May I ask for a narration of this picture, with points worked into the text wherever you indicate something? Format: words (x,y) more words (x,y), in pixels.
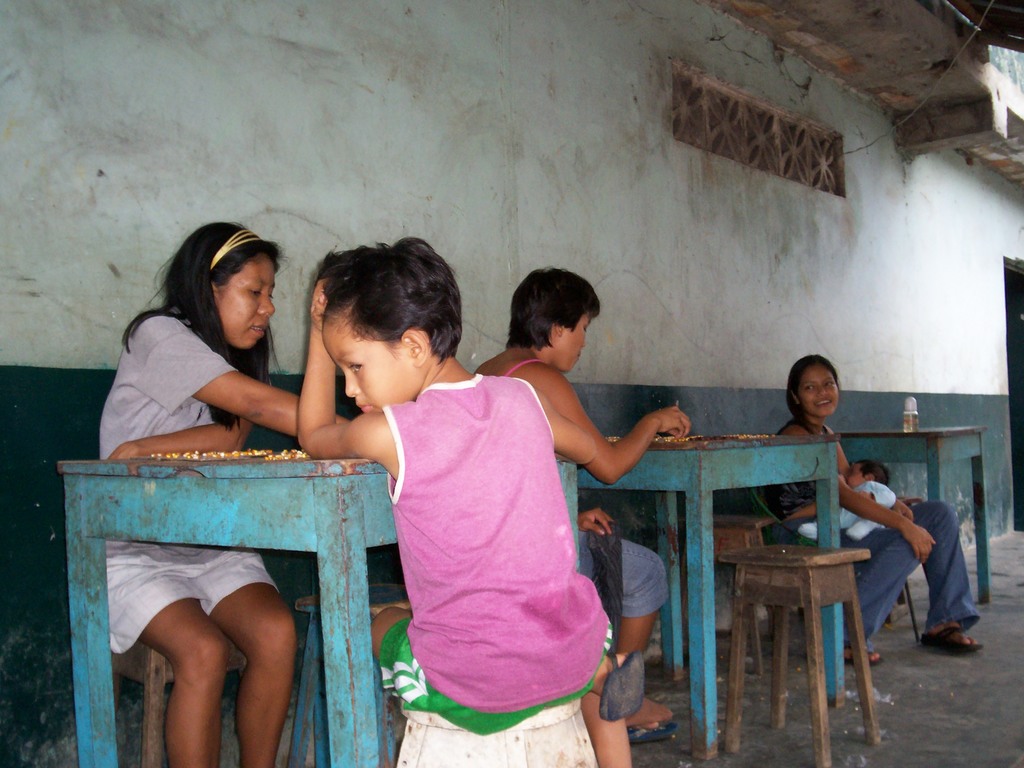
Few people (323,299) are sitting at tables (173,489) which are in a row.
